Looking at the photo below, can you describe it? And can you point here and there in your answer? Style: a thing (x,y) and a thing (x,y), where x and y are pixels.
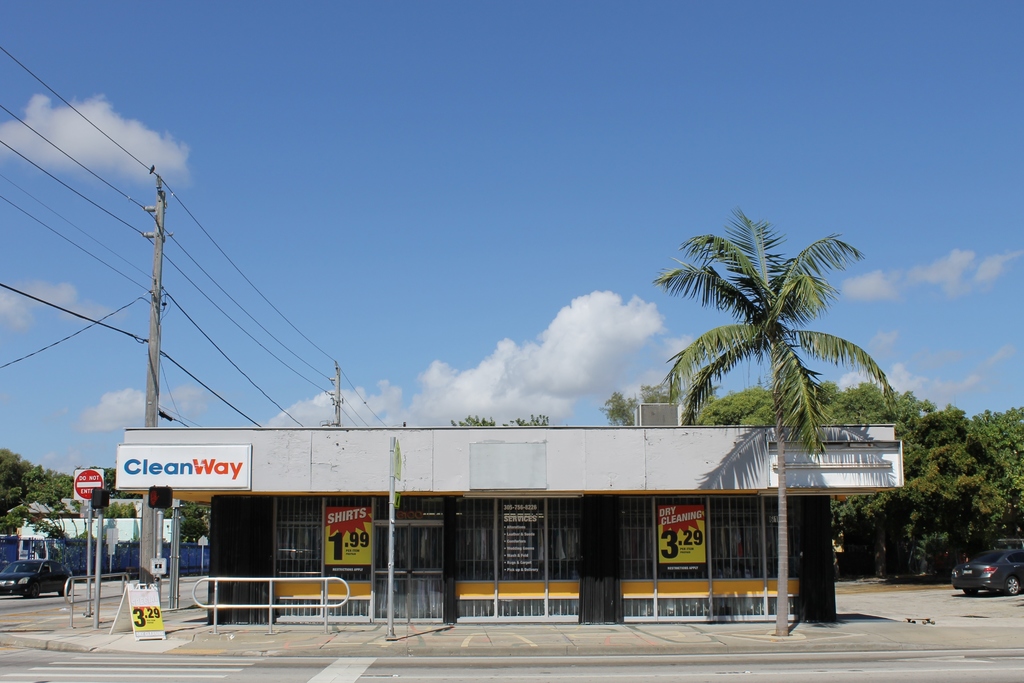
This image is clicked outside. There is a store (401,485) in the middle (494,437). There are trees (903,399) on the right side (896,491). There is a car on the left side (11,590). There is sky (496,172) at the top (536,167).
